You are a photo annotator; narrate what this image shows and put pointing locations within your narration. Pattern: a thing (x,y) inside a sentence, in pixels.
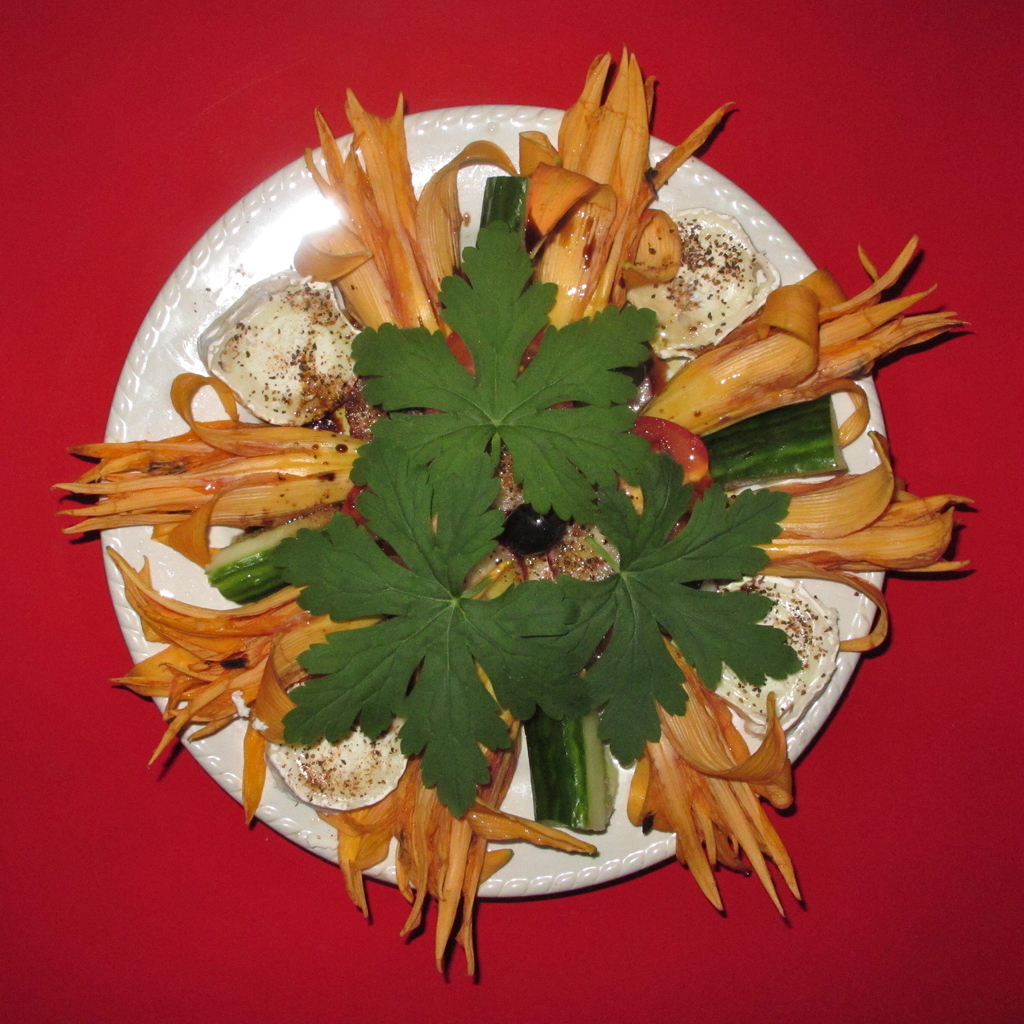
Here there is a plate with food items (317,348) and leaves (459,478) on the food (761,450) on a platform (165,1006).
